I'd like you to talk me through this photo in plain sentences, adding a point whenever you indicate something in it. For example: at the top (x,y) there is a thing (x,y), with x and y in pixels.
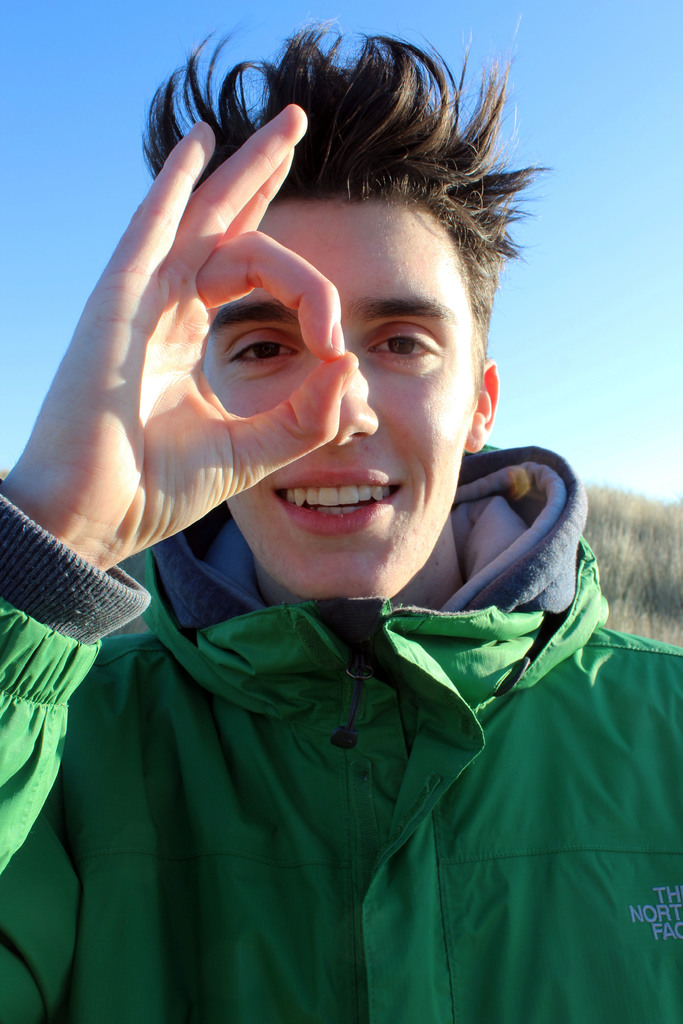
There is a person (278,496) wearing green jacket (304,634). In the background (81,132) there is sky (81,132).
